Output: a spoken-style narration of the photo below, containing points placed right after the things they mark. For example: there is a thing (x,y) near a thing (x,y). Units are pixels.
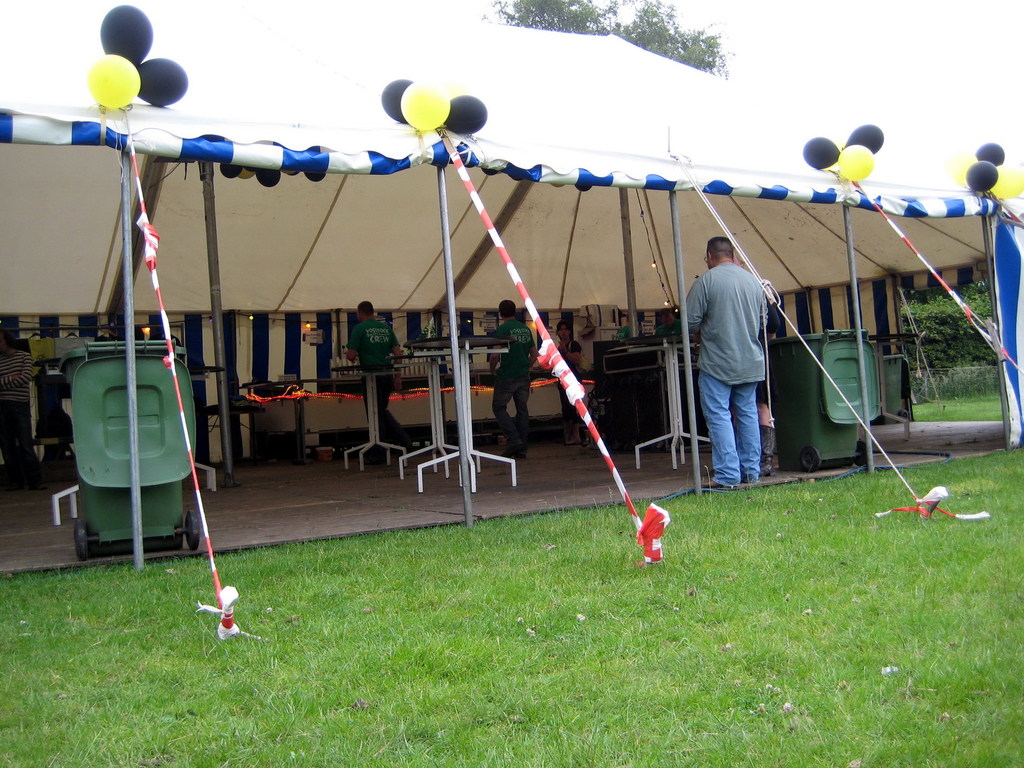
In the center of the image (453,428) there is a tent (630,77) and we can see people (749,443) standing in the tent (458,374). There are tables (431,424) and bins (173,486). At the bottom (577,670) there is grass (695,625) and we can see balloons (106,96) tied to the tent (493,113). In the background (668,28) there is a tree (683,43) and sky (865,56).
